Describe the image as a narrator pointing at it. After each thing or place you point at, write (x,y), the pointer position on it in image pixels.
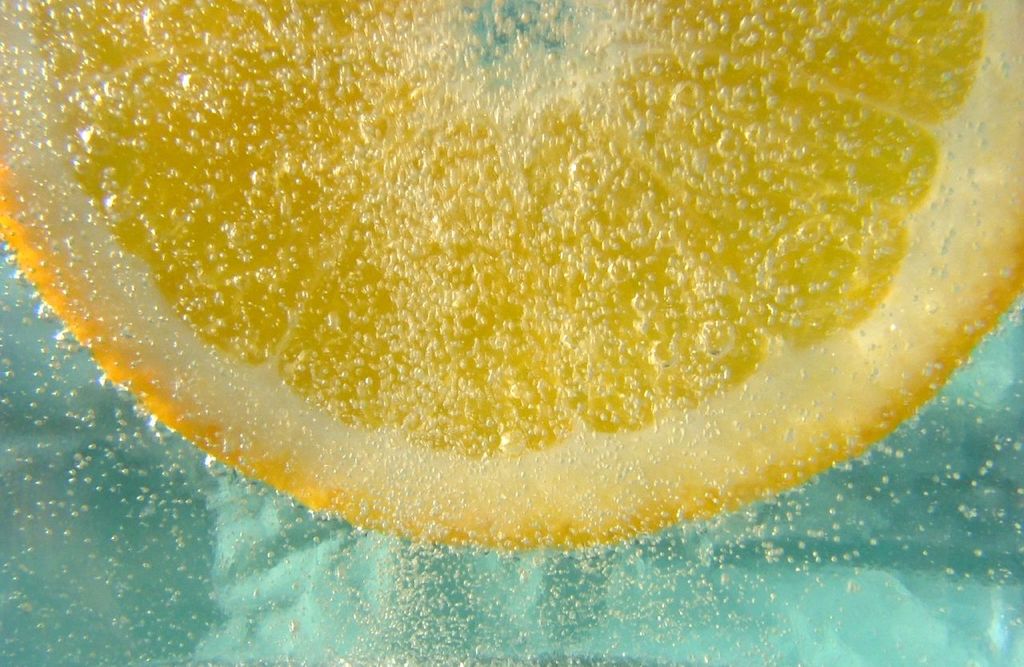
In this image we can see a slice of orange (691,307) in the water (54,441).
